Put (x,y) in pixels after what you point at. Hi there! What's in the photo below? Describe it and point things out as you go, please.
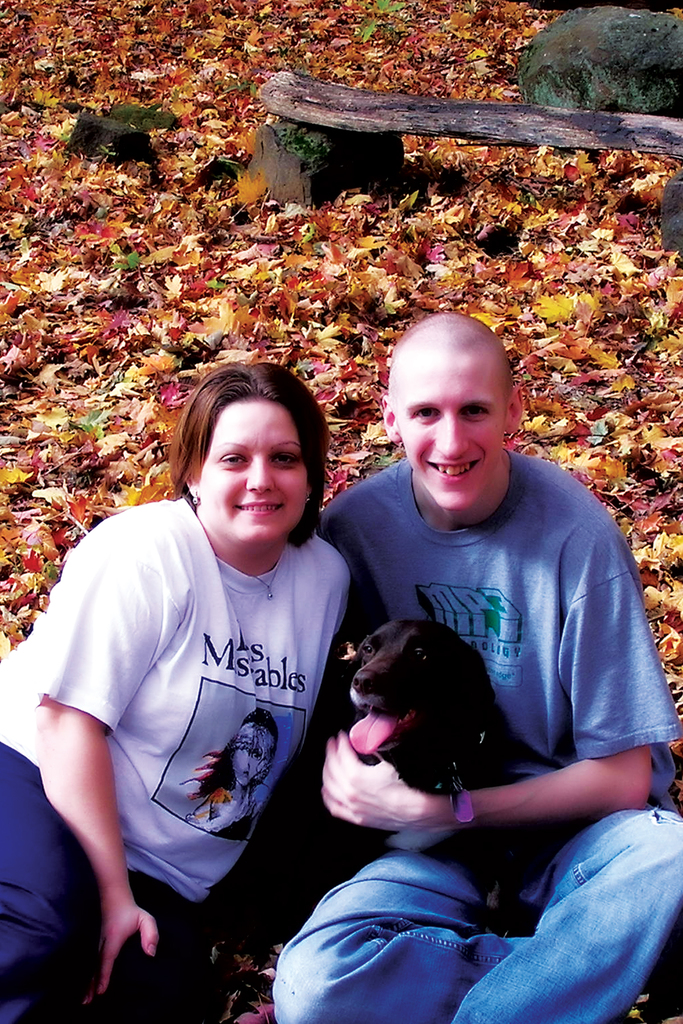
In this image there are two person (392,471) with a dog (444,673) sitting in the garden (220,324) and the man (485,545) is laughing.
